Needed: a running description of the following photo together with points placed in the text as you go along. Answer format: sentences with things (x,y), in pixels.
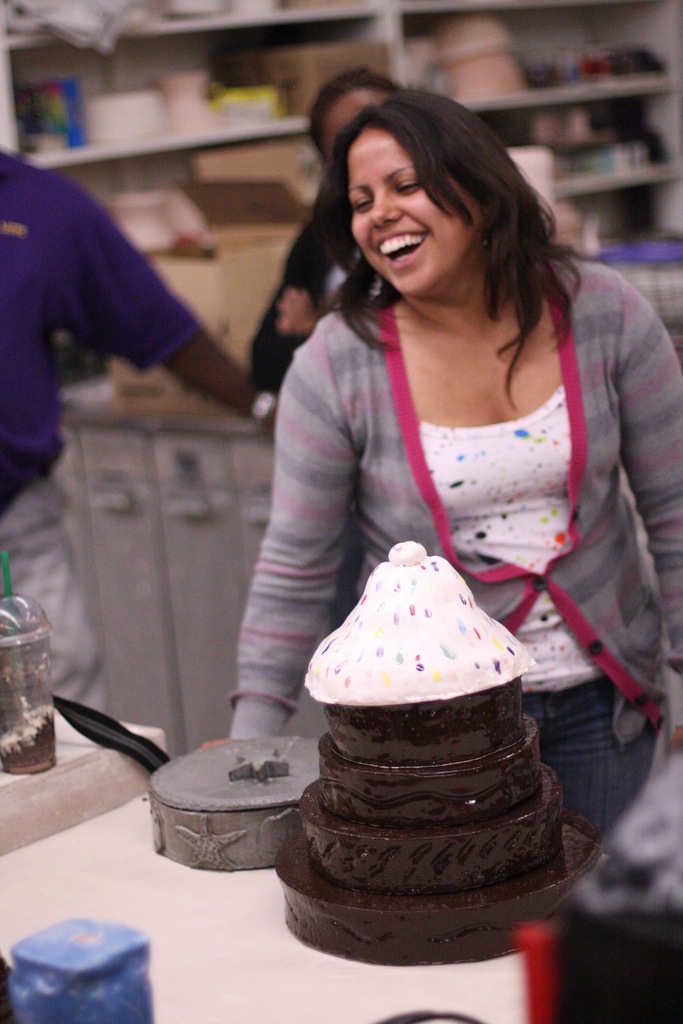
This image contains a woman (450,336) standing and laughing. Before there is a cake (462,936), beside there is a box (190,824). Left side (9,585) there is a cup (43,673). Behind there is a person (42,448) with violet shirt (15,267) and white pant (65,610). Behind there is a person (319,126). At the back side (433,3) there is a shelf (250,138) having few items (170,122) in it.
